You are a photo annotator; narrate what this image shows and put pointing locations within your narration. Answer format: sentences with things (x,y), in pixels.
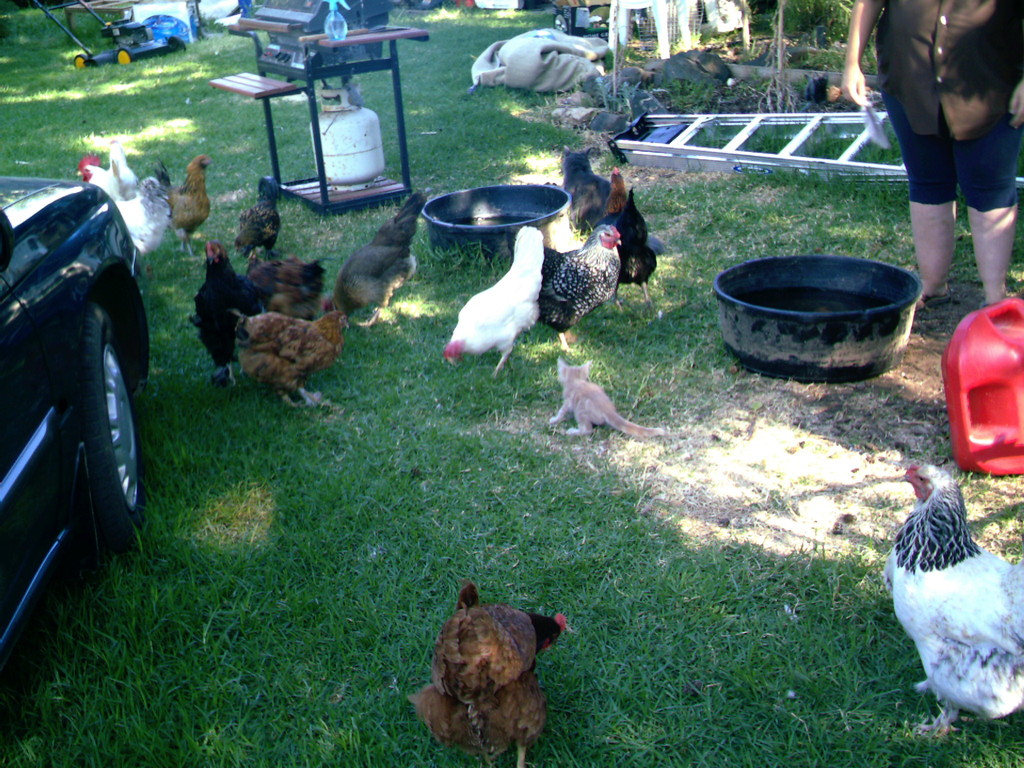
In this image we can see few birds (541,303), a cat (599,415), tubs (799,312), a ladder (785,151), a stand (304,190) with cylinder (343,134) and few objects (286,50), a grass cutter (126,49), a car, few objects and a person (933,132) standing on the ground (447,431).
